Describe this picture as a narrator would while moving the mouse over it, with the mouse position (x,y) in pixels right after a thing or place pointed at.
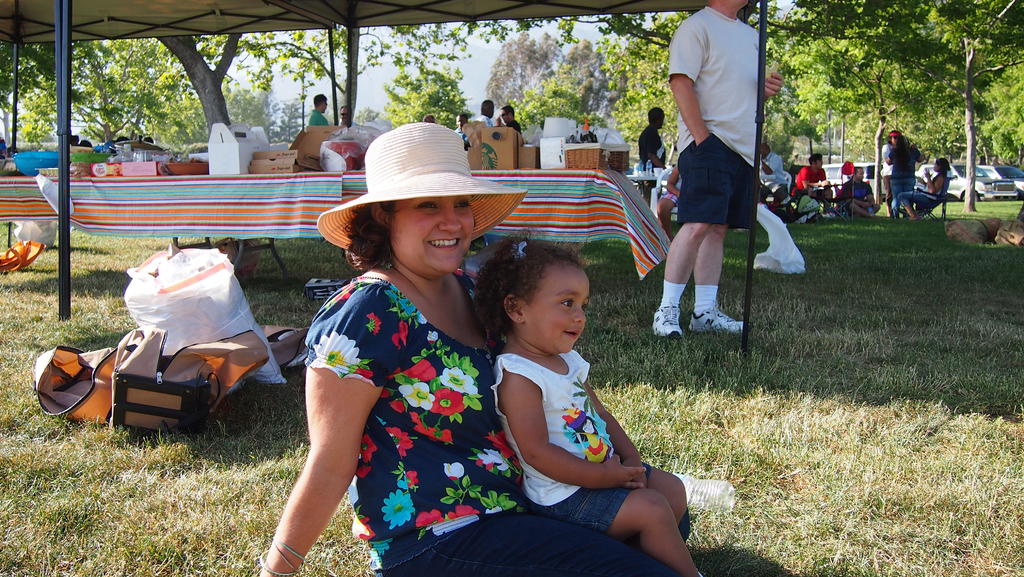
In this picture there is a woman (442,364) sitting and smiling and there is a baby (646,488) sitting on the woman (359,359). At the back (730,25) there is a person (701,173) standing under the tent (681,8). On the right side of the image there are group of people (936,189) sitting. In the middle of the image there are group of people (650,150) standing behind the table (233,180). There are cardboard boxes (486,136) and there is a basket (627,154) on the table (599,177). At the back (817,75) there are trees (777,146) and vehicles (1006,182). At the top (448,51) there is sky (474,50). At the bottom (189,412) there is a bag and cover (236,322) on the grass (269,415).
